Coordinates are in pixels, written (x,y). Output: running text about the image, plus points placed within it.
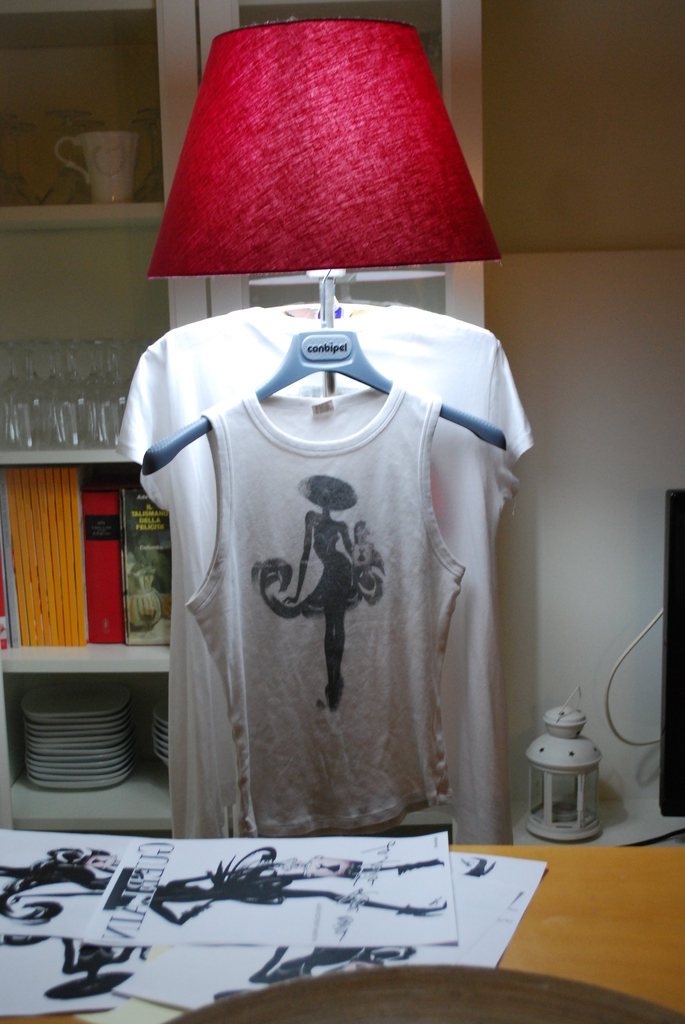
In this picture we can see the papers (223,892) on the table (570,867) and at the background (337,768), we can see a bed lamp (358,36), T-shirt (180,639) and other things (292,372).
